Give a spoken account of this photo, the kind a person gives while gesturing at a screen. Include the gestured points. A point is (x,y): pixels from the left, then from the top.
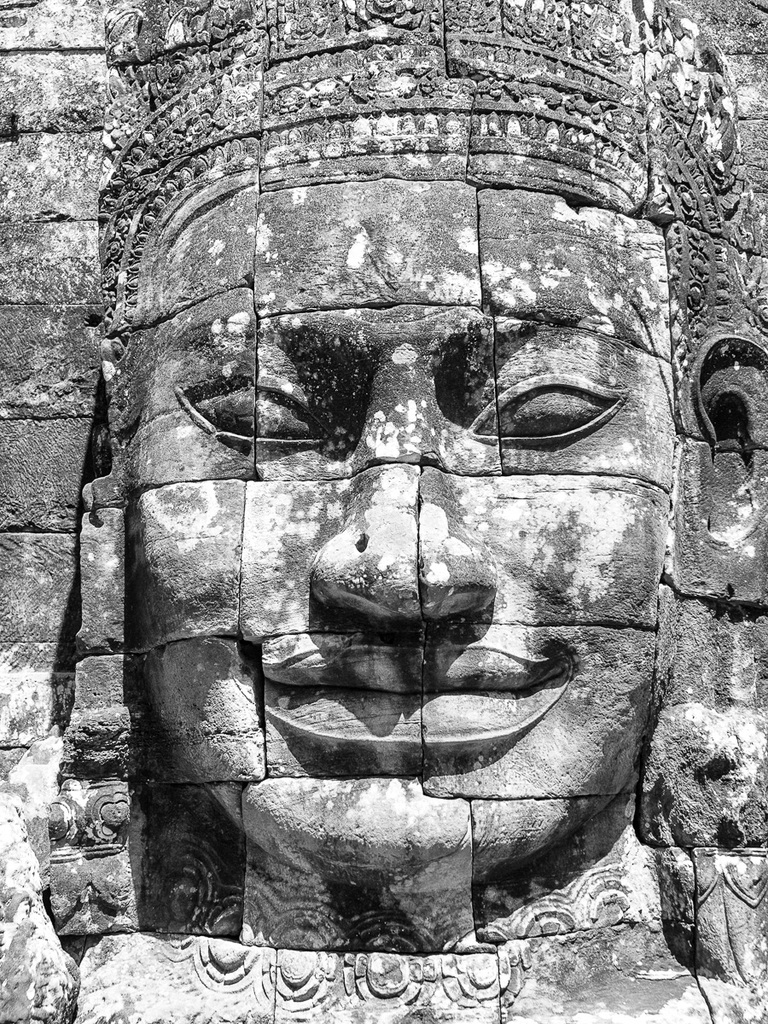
In this image there is a person's face (449,728) engraved on the rock (130,71).
